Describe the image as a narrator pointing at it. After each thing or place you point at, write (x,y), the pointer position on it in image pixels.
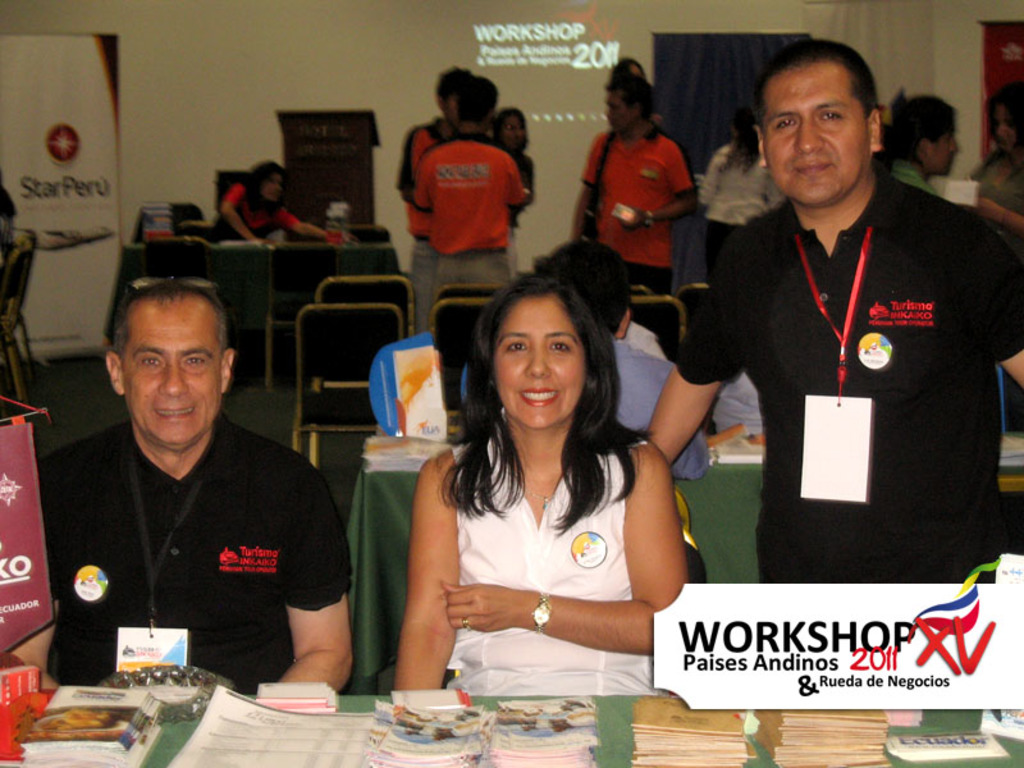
In this image we can see a woman (582,485) and a man (278,630) are sitting on the chairs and smiling. Here we can see a person (799,313) wearing black T-shirt (937,533) is standing, a table (937,746) on which books (646,764), papers (723,722) and a few more things (6,693) are kept on it. In the background (507,222), we can see a few people (620,157) standing and a few people (279,182) are sitting, also we can see the banners (62,282), projector screen (550,30) projected to the wall (537,117) and the podium (328,148) here.
